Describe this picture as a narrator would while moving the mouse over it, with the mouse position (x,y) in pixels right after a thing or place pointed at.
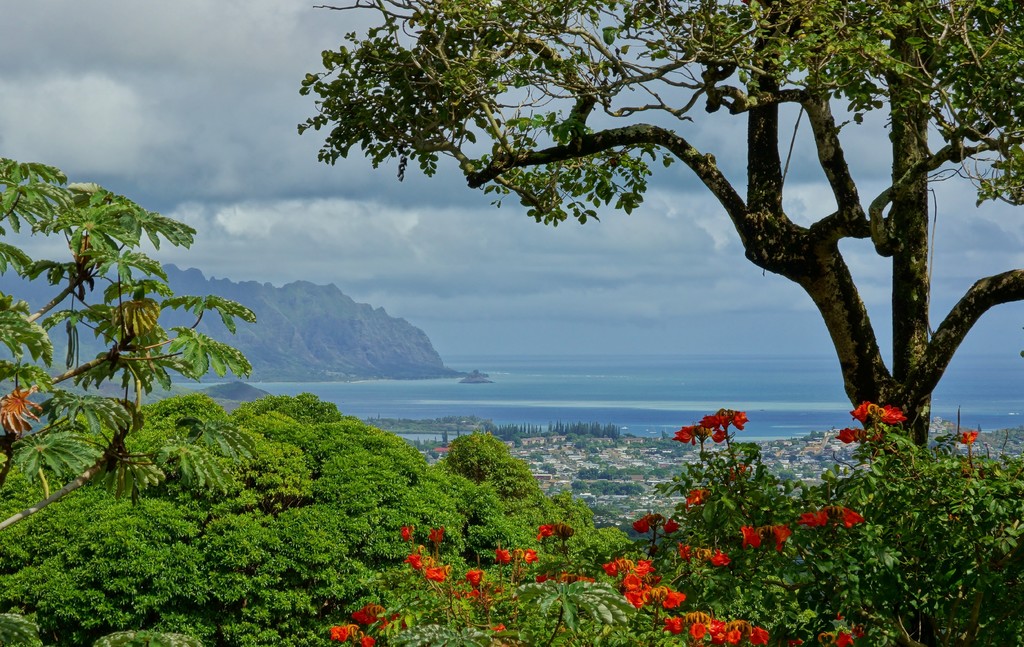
In this image we can see the flowering plants (679,566). And we can see the hill (314,307) and surrounding trees (335,463). There are clouds (359,221) in the sky (484,326).
